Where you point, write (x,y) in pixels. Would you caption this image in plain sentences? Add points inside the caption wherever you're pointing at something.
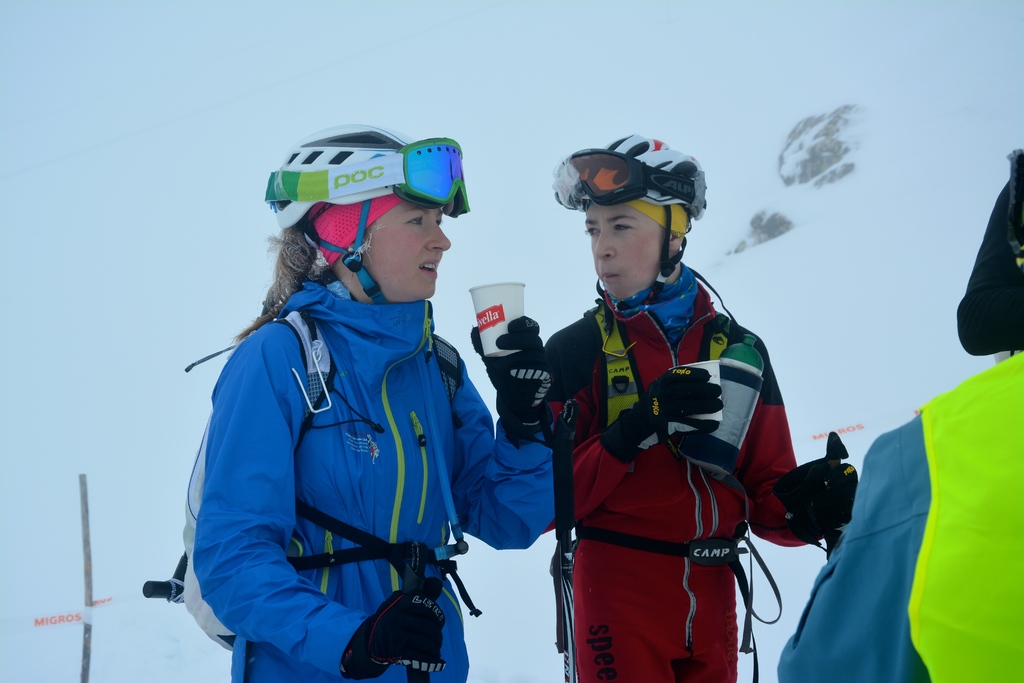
In this image there are people (706,666). Two people (722,640) wore jackets (546,345), helmets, goggles (421,183) and holding cups (698,419). In the background of the image (905,168) it is in white color. We can see boards (43,618) and pole (86,567).
